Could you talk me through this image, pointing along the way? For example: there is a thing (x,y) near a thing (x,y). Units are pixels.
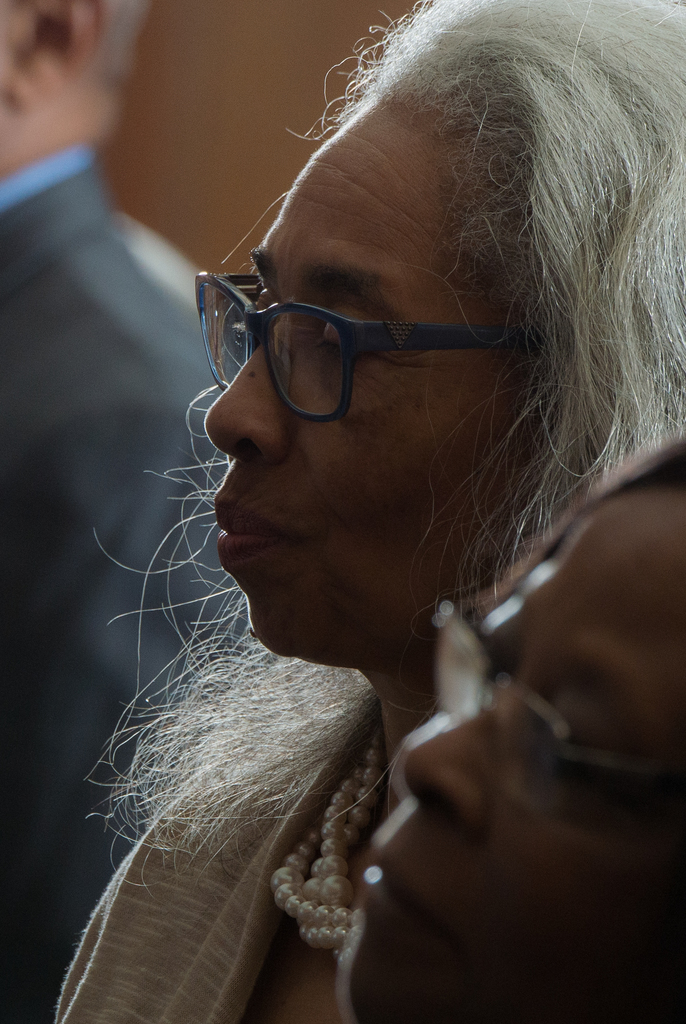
In this image in the foreground (431,623) there are two women (403,596), and in the background (100,342) there is one man (100,504) and a wall (234,121).
